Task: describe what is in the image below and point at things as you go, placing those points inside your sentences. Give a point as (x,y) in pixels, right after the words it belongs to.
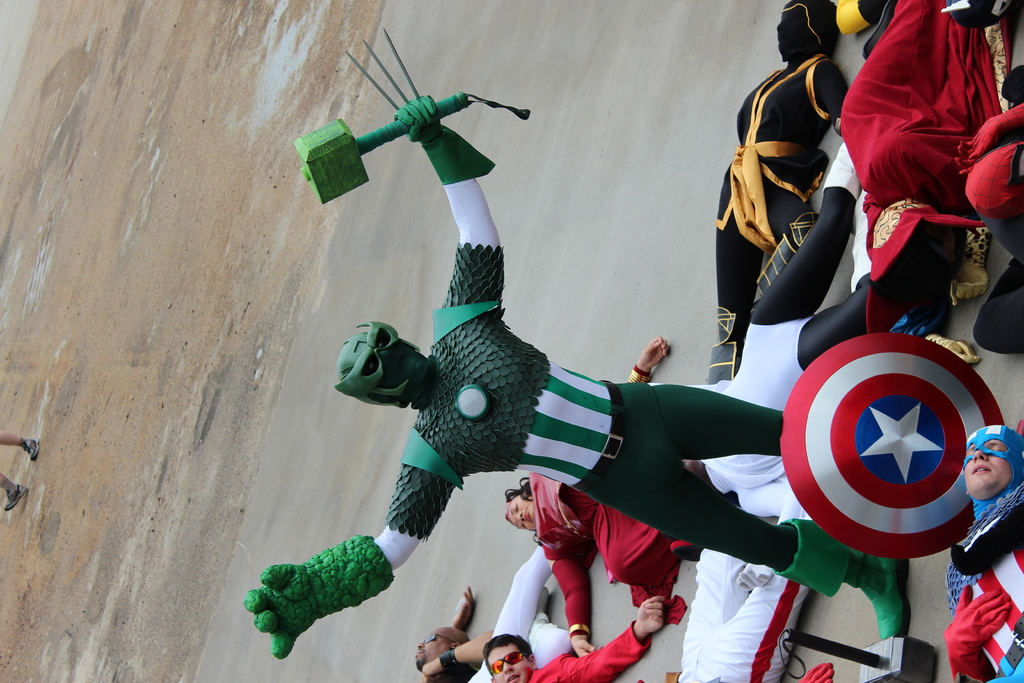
In this picture we can see group of people (573,384) and few people (960,296) wore costumes (744,369), on the right side of the image (874,461) we can see a shield (831,488) and a hammer (837,649).
